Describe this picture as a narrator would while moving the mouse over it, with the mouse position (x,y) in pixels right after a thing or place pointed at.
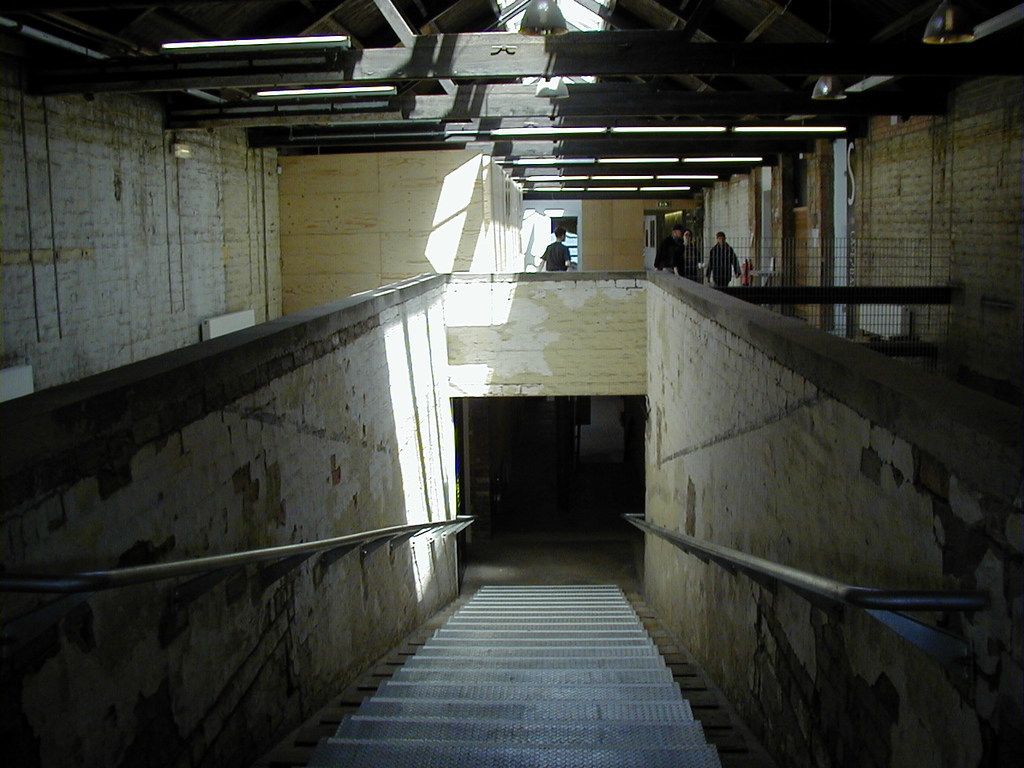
In this image in front (618,597) there are stairs (603,611). On both right and left side of the image (131,159) there are walls (921,225) and we can see a metal fence (859,266). On the backside (658,263) there are people (660,250) walking in the building (709,235). On top of the roof (461,92) there are lights (760,129).
